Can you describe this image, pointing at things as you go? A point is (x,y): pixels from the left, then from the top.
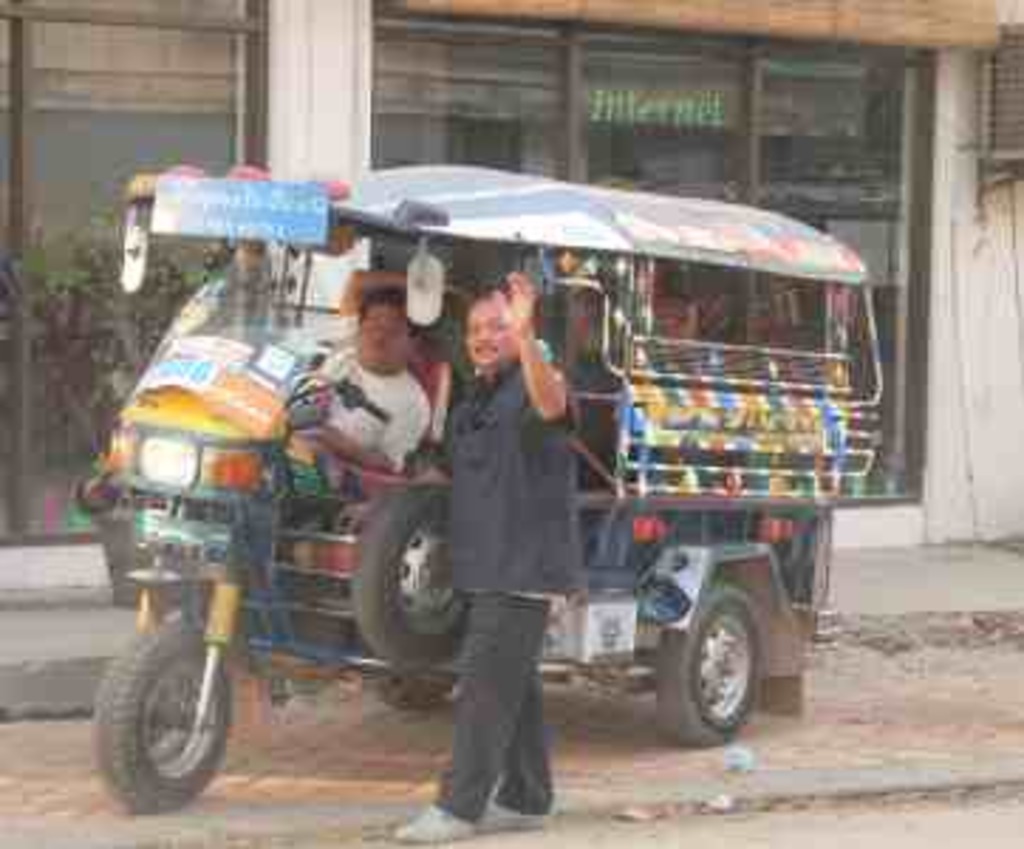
In this image in the center (476,436) there is a man (495,579) standing and behind the man (494,613) there is a vehicle (598,410) and there is a person (381,380) sitting inside the vehicle (344,396). In the background (164,151) there is a building (758,88) and there are glasses (527,107).
